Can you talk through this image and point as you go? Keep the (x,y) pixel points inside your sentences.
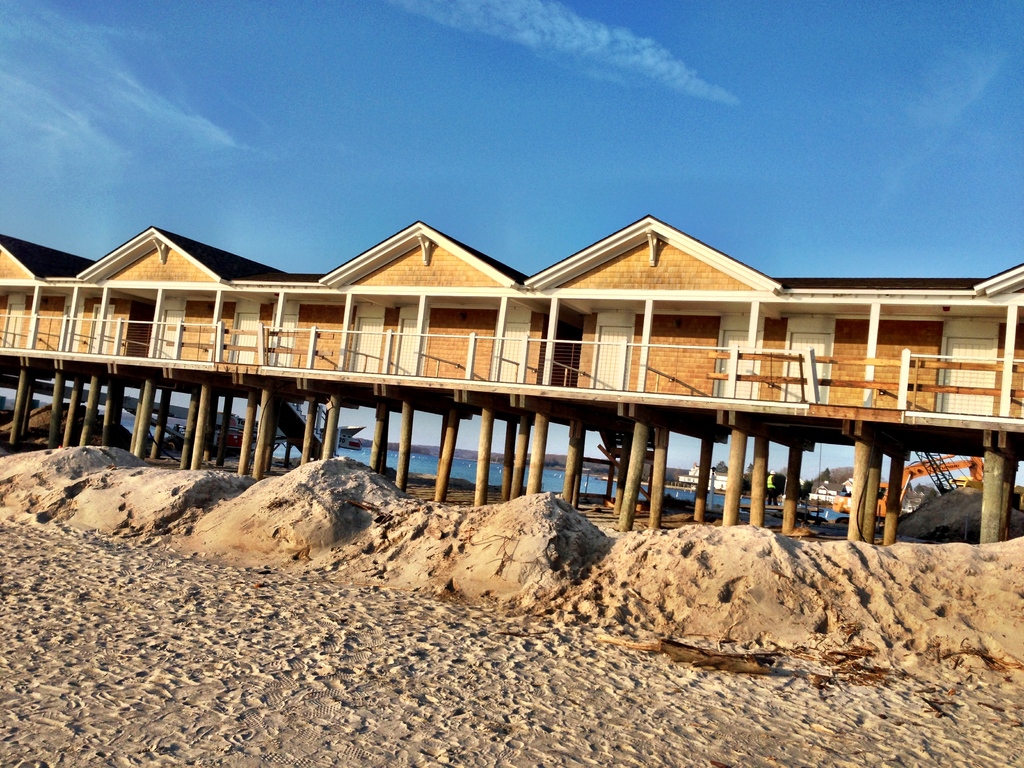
In this image there are so many wooden houses (679,397) in row under that there is so much of sand (737,555) and also we can see beach (419,471) and some other things (909,507) from the pillars (872,510).
